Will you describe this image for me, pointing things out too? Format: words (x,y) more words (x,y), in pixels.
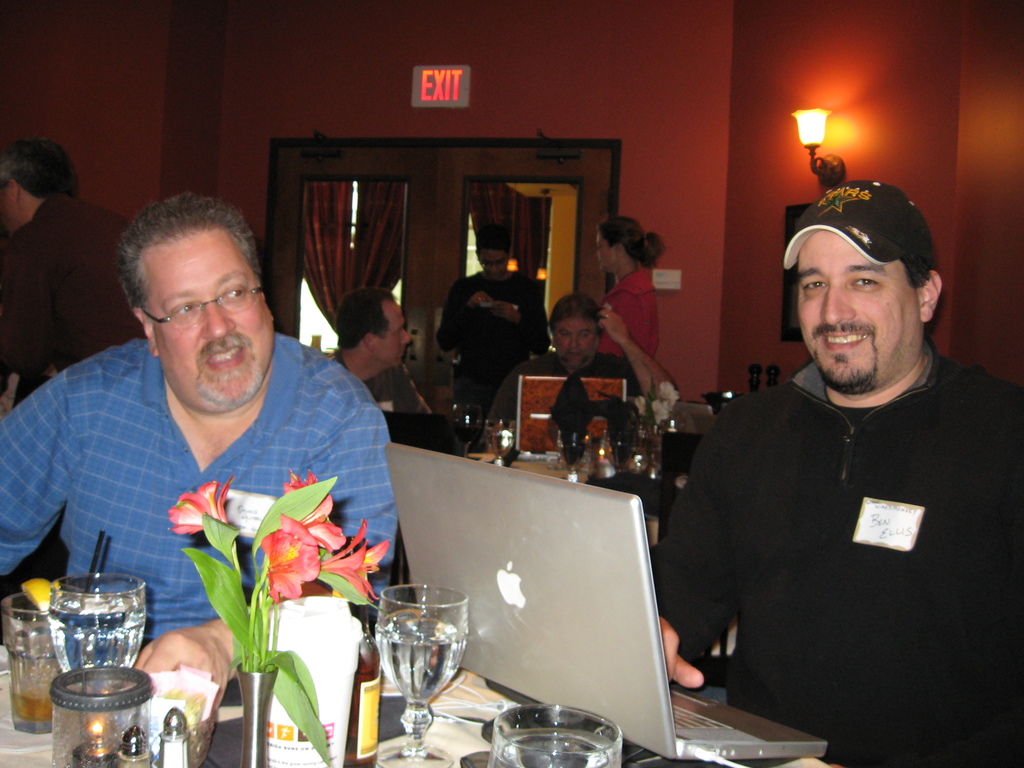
In this picture there is a man (212,404) who is sitting near to the table (254,735). On the table (462,755) I can see the laptop (523,629), water glasses (440,643), flowers (307,690), tissue paper (321,695), plant (290,696) and other objects (263,714). On the right (943,522) there is a man (943,418) who is wearing cap (895,219) and black dress (864,572). In the back (382,356) there are two men (528,365) who are sitting near to the table (545,459). On that table (592,472) I can see the laptop (532,444), water glasses (615,447) and other objects (575,389). In front of the door (592,307) I can see two persons (637,309) were standing. At the top (426,91) there is a sign board (438,104). In the top right corner (801,126) there is a light (837,165) which is placed on the wall (785,124). On the left (18,142) I can see a person (79,223) who is standing near to the wall (104,189).
